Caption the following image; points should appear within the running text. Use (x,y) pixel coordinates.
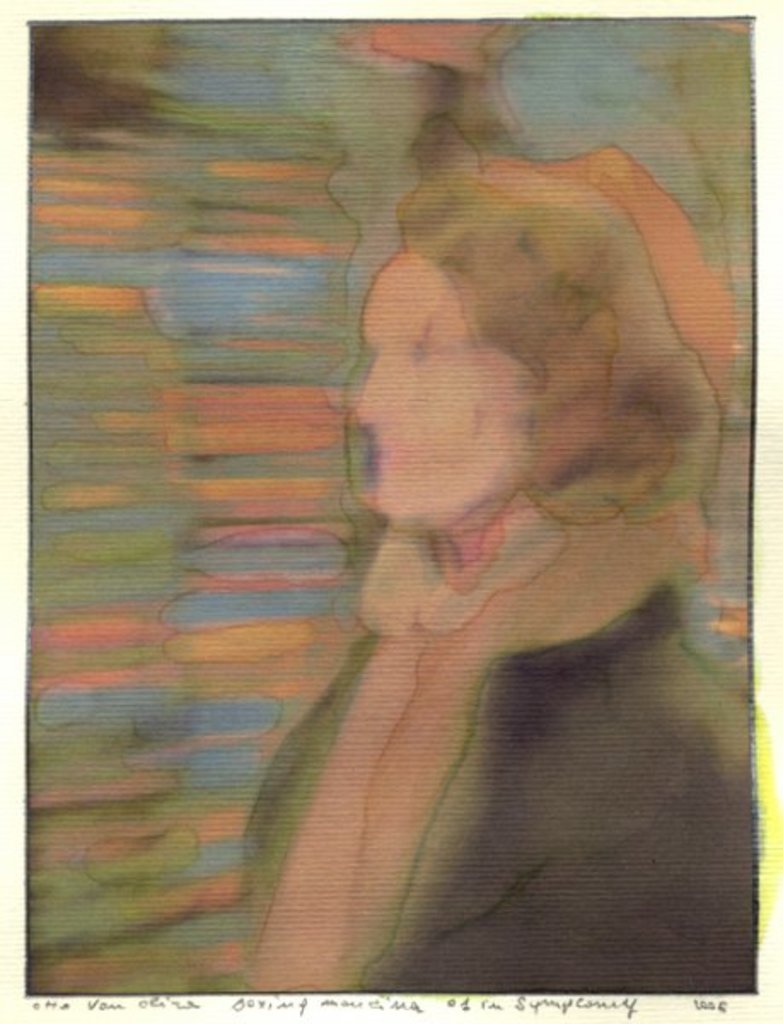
This is the painting of a lady (364,659), bottom of the painting some text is written.
